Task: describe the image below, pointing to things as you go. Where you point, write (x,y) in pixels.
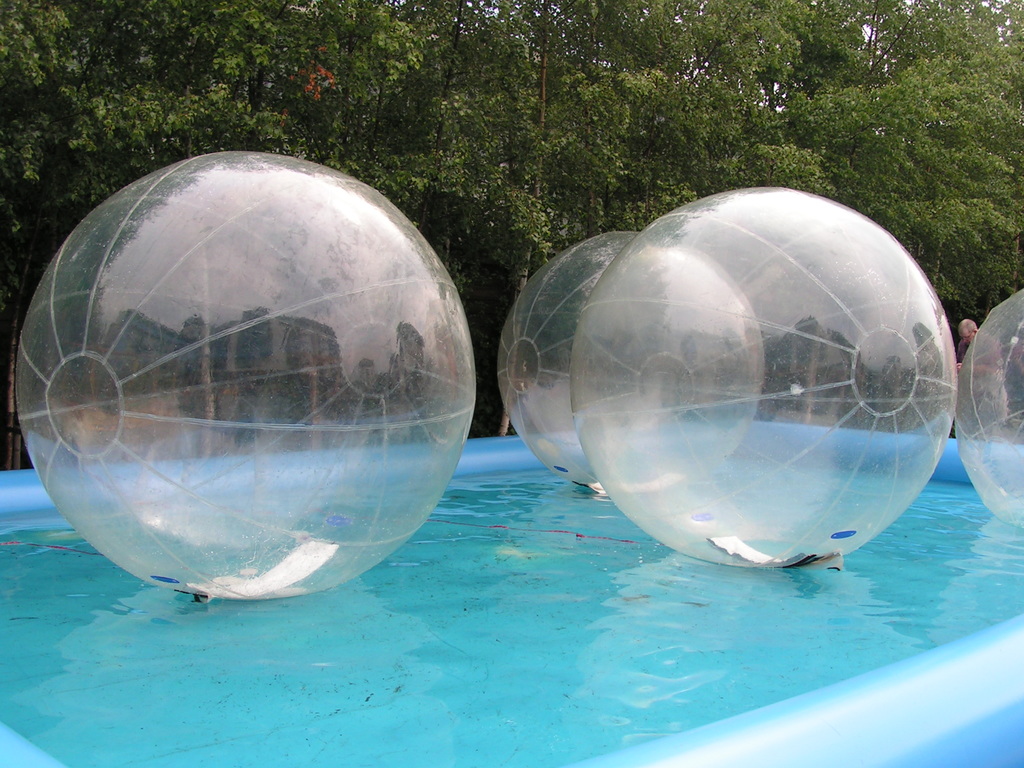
This image is taken outdoors. In the background (321,107) there are many trees (551,120) with stems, branches (764,141) and green leaves (511,131). At the bottom of the image (691,649) there is a tub (445,653) with water (586,637). In the middle of the image (405,363) there are a few walking balls (517,426) in the tub (912,514). On the right side of the image (975,351) a person (970,337) is standing on the ground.
